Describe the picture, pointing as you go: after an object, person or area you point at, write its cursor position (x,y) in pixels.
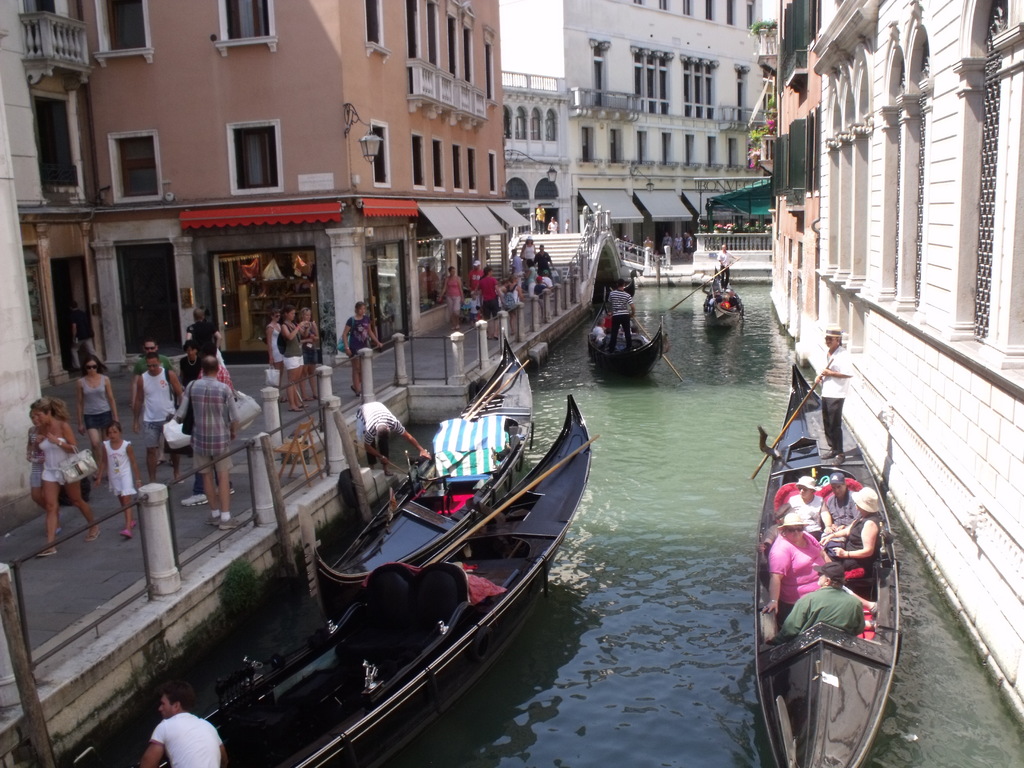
In this image there are so many buildings (487,168) and there is a lake (688,465) in between them. On the lake (581,596) there are so many boats (534,515). There are few people (843,551) sitting in the boats (839,469). On the left side (138,410) there are few people (311,326) walking on the floor (463,324) by holding the bags (88,453). At the top (512,35) there is sky (512,35).
